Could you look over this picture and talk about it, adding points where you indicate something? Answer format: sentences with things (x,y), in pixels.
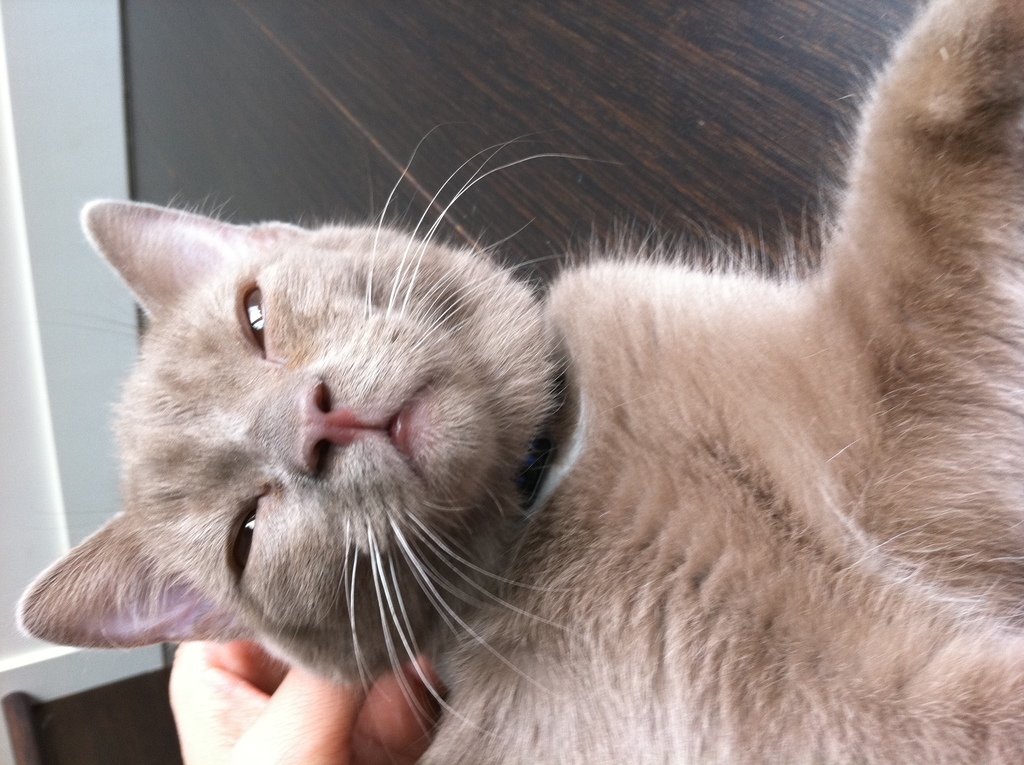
In this image there is cat (482,542) in the front (494,564) and there is a hand (238,708) of the person (257,689) visible.
